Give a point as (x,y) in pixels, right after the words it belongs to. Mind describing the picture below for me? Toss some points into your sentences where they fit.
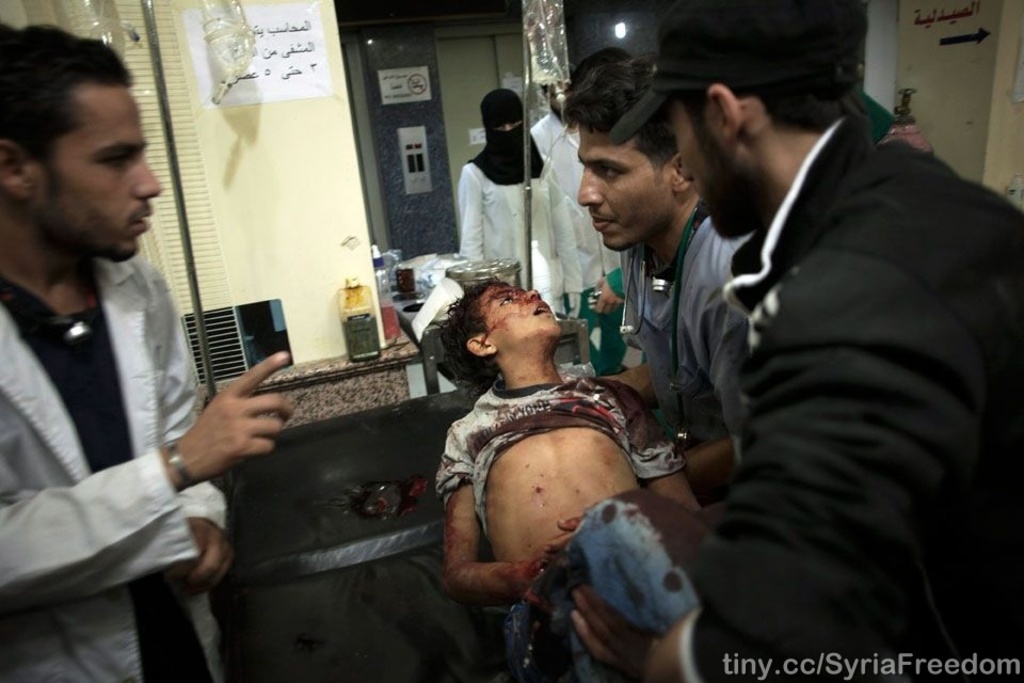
In this image we can see some group of persons (782,422) standing and two men (750,329) lifting up a kid (498,550) in their hands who got injured and there is a black bed (383,495) and in the background of the image (206,155) there is a wall (436,110), elevator (454,187).
